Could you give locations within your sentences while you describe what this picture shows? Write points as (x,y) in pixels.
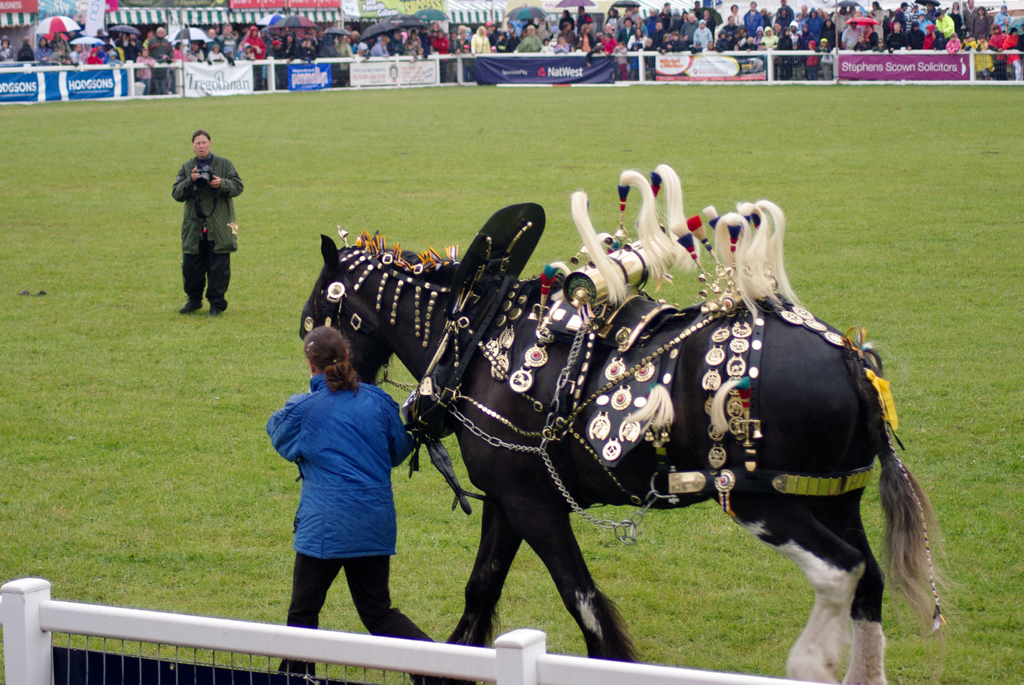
In this picture there is a woman (346,465) who is wearing blue jacket (319,474), black trouser (354,590) and she is standing near to the black horse (515,482). On the left (184,201) there is a man (223,278) who is holding a camera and standing on the ground (186,374). At the top (71,33) I can see many people (485,41) were standing near to the fencing (185,91). Behind them there is a shed (288,3). On that fencing (437,83) I can see many banners (405,73).
